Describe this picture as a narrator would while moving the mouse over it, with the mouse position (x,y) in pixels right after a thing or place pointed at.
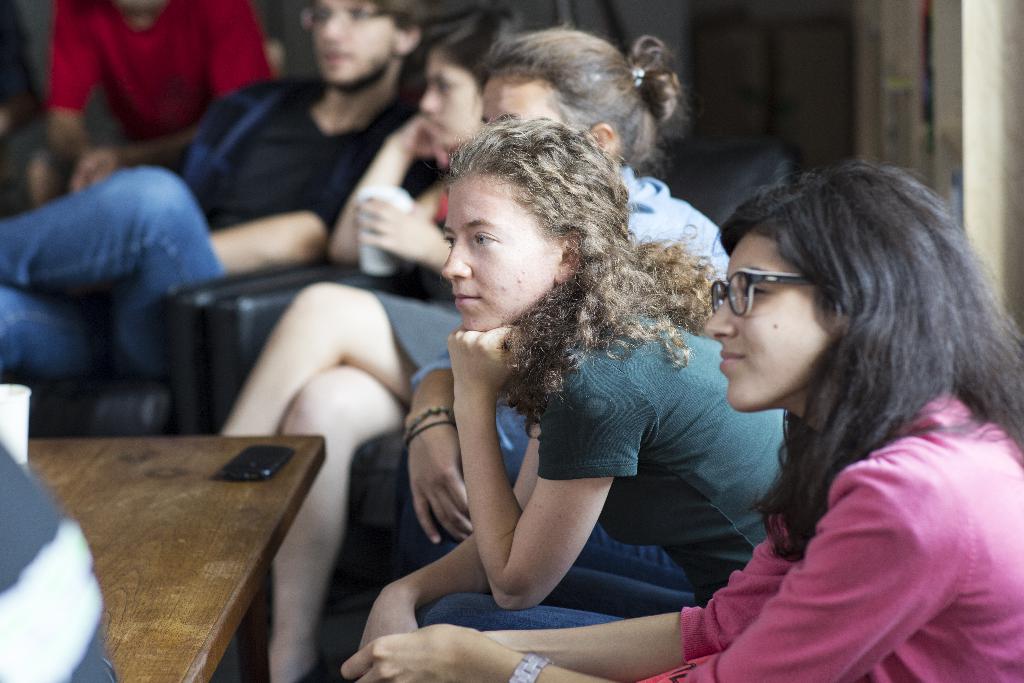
This is a picture taken in a room (1012,217), there are the people (677,384) sitting on the chairs (222,297). In front of the people (276,413) there is a wooden table (152,501) on the table (241,483) there is mobile phone (250,467). The women (896,519) in pink shirt (861,592) wearing a watch (523,668) to the left hand (513,661).
